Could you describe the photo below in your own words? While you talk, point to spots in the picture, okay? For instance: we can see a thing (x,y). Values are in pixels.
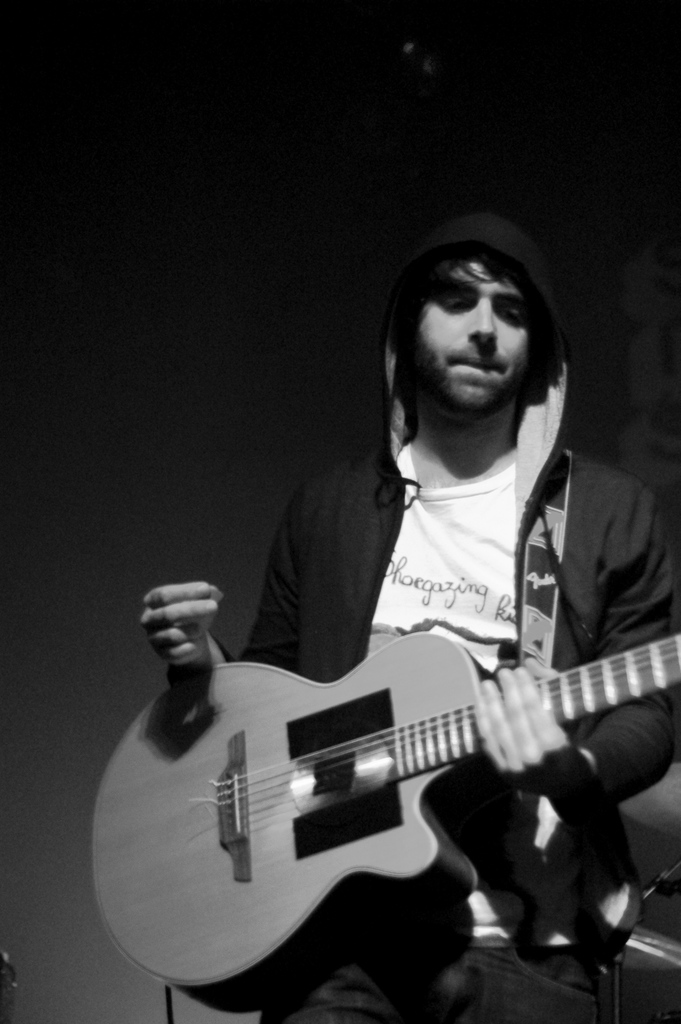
In this a guy (480,514) who is wearing a jacket (338,617) is playing a guitar (160,747).
